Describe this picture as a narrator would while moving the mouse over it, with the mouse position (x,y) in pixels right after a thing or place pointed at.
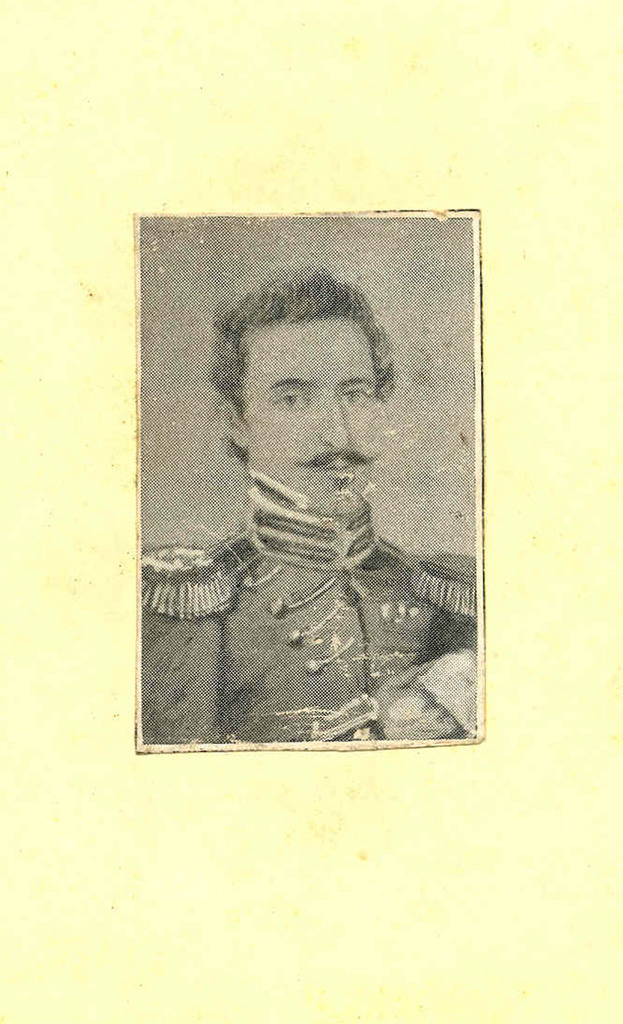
As we can see in the image there is a paper (508,507). On paper (407,385) there is a man (231,685).
